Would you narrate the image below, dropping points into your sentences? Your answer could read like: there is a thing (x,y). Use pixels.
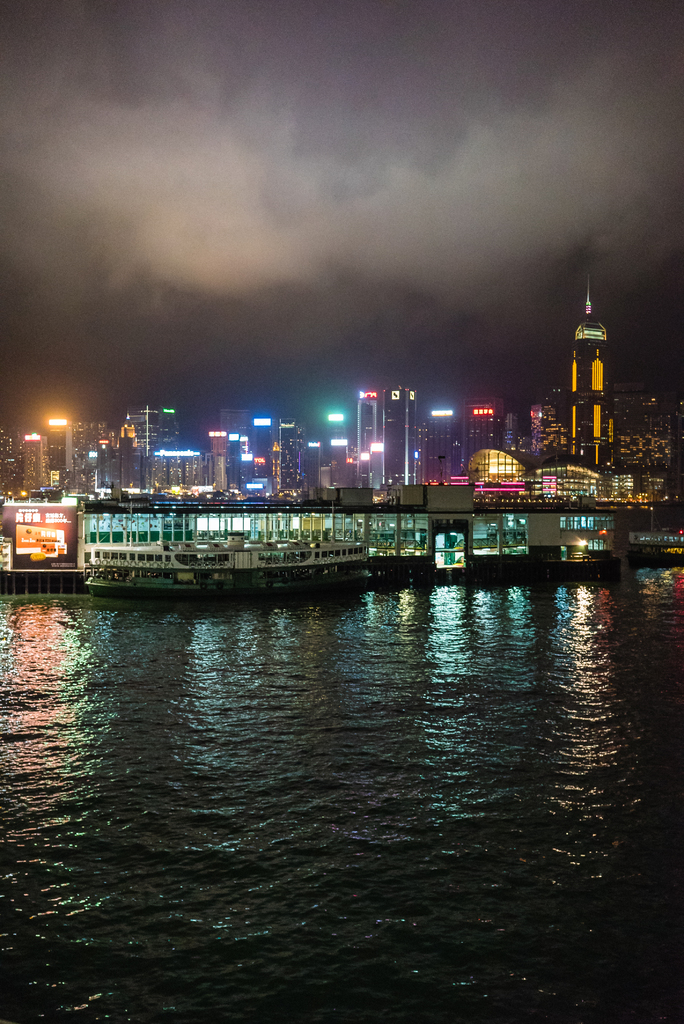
In this image I can see the water (443,900), background (169,465) I can see few boats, buildings (371,483) and I can also see few lights (511,466) and the sky (244,285) is in white, gray and black color.
